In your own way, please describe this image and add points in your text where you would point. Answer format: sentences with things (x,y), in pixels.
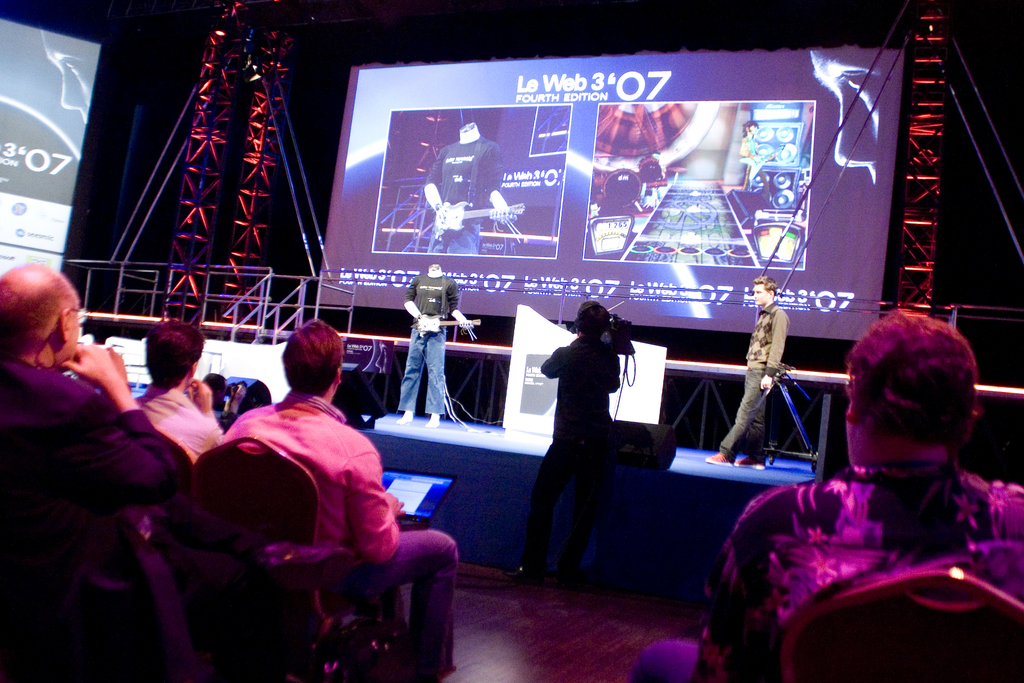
Here I can see a man (762,357) is standing on the stage (723,471). Along with this man (765,320) I can see a mannequin (434,310). Beside the stage (699,482) there is a man (588,388) standing and holding a camera (626,327) in the hands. On the top of the stage (389,429) I can see a screen (640,121). At the bottom of the image (762,572) I can see few people (130,478) are sitting on the chairs (176,584) and looking at the stage (389,415). In the background (248,199), I can see some poles (193,126) in the dark.
